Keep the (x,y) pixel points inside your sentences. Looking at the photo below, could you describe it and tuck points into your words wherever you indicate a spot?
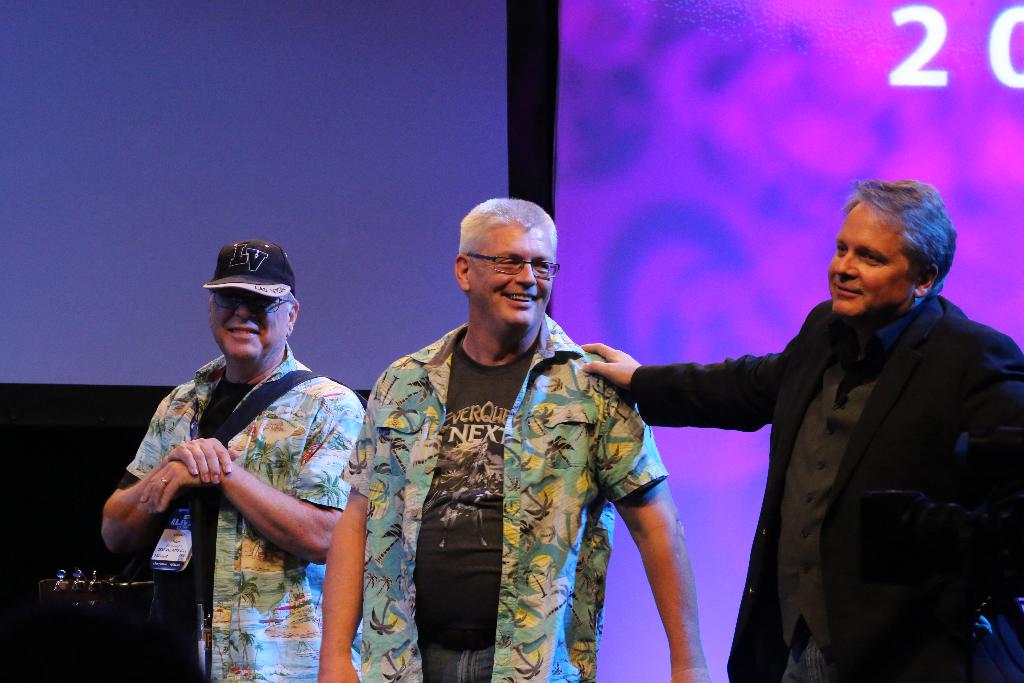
In this picture we can see there are three people (536,393) standing and a person (231,516) is with a cap (233,280) and a musical instrument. Behind the people (318,412), it looks like a screen (424,84).
